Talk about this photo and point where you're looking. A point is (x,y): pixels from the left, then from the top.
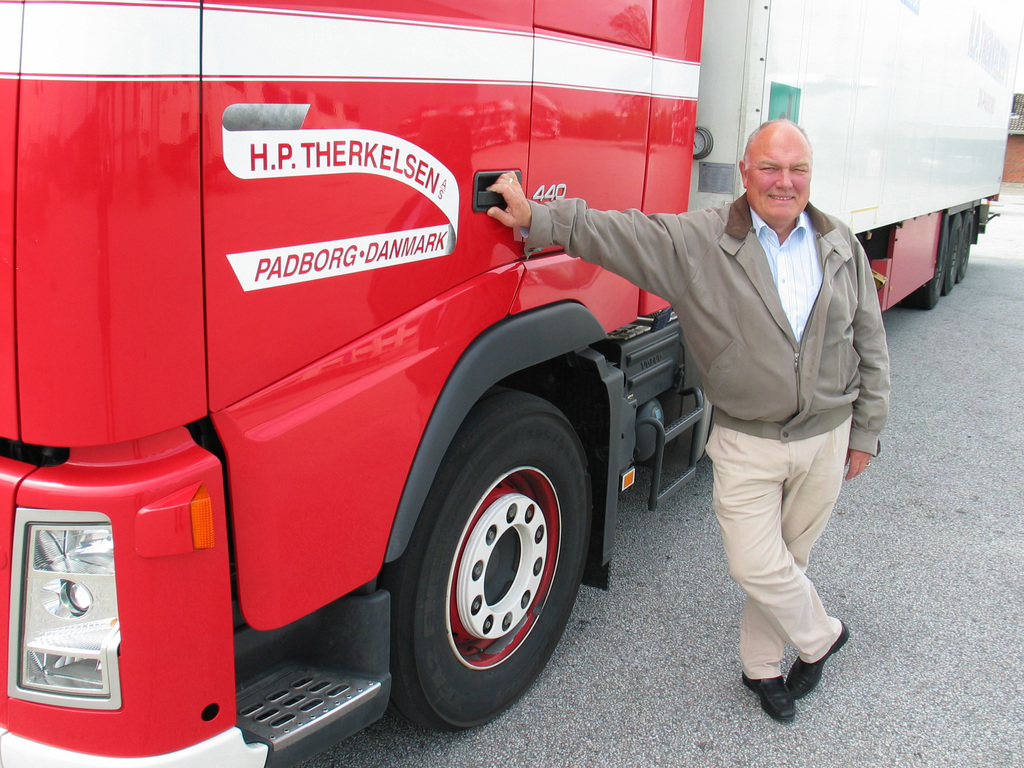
In this image we can see a man (748,473) standing. There is a vehicle (479,176). At the bottom (737,733) there is a road (659,718).
